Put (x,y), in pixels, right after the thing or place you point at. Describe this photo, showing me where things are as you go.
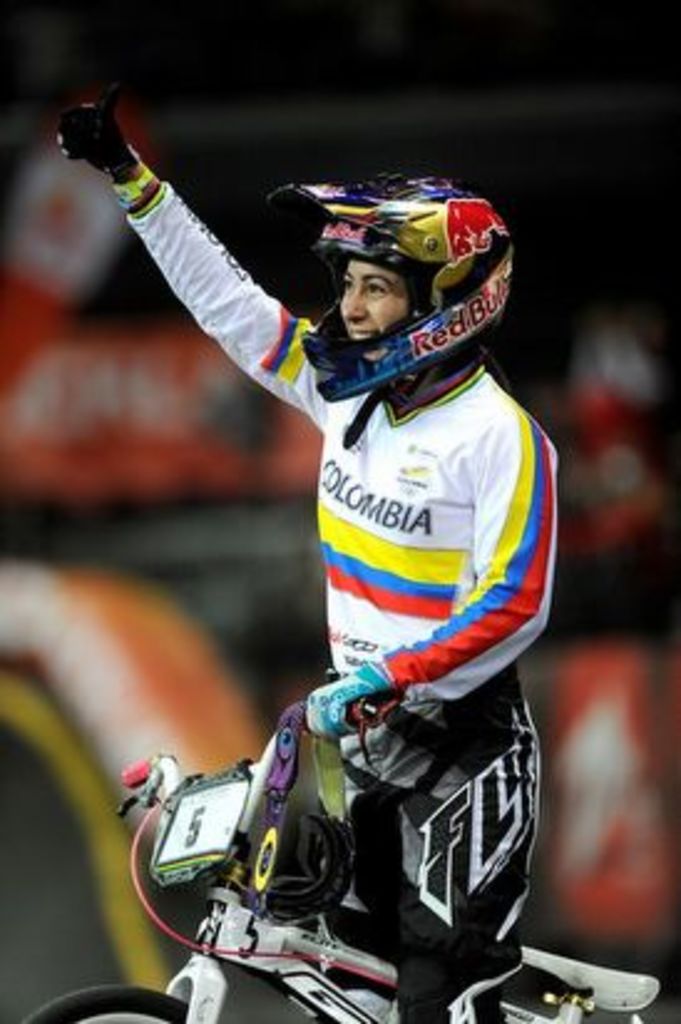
In the center of the image (394,466) we can see person (340,494) on a bicycle (339,1002).
